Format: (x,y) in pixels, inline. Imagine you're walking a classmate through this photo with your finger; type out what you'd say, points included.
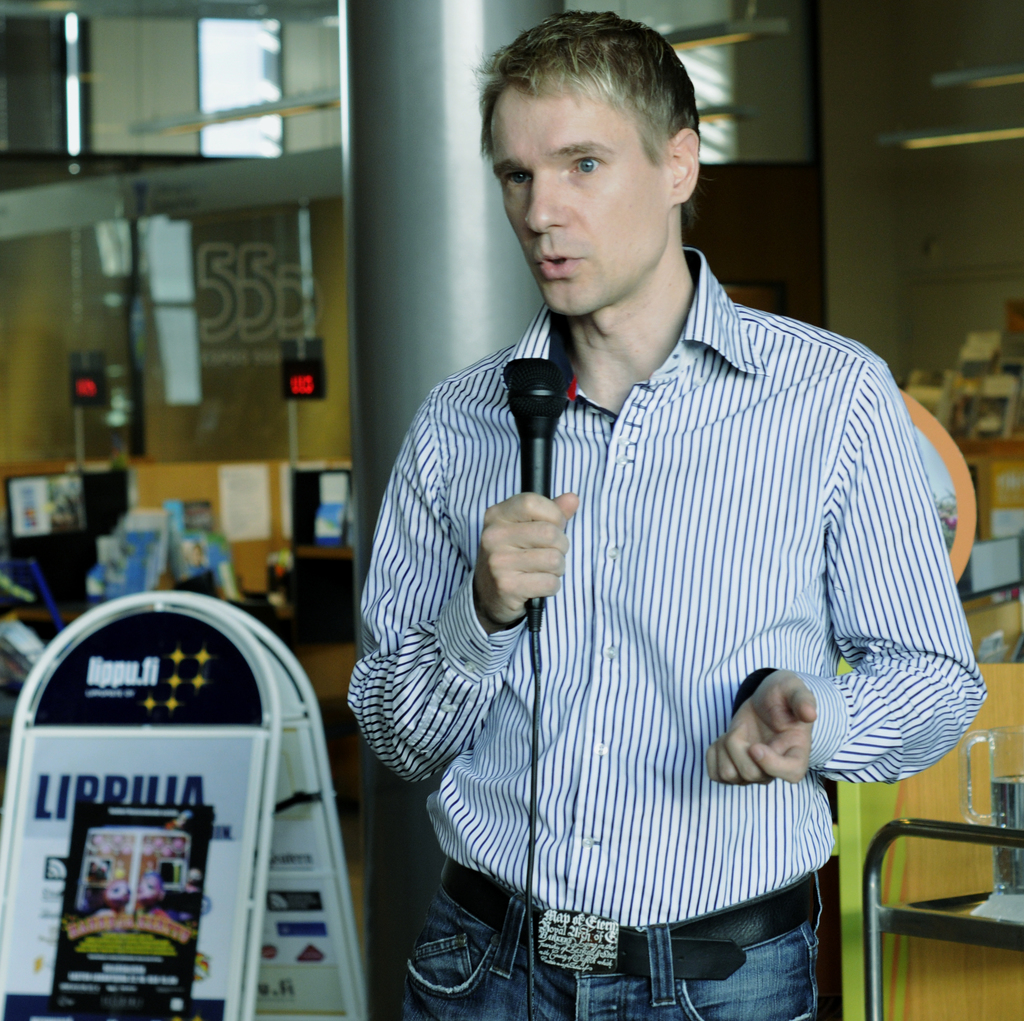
This is the man (613,552) standing and holding a mike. This looks like a board (315,775). I think this is a pillar (410,136). In the background (98,382), I can see a digital screens (88,391) with the displays (308,388). These are the glass doors (291,216). This is a wire (530,931), which is attached to a mike (541,473).
